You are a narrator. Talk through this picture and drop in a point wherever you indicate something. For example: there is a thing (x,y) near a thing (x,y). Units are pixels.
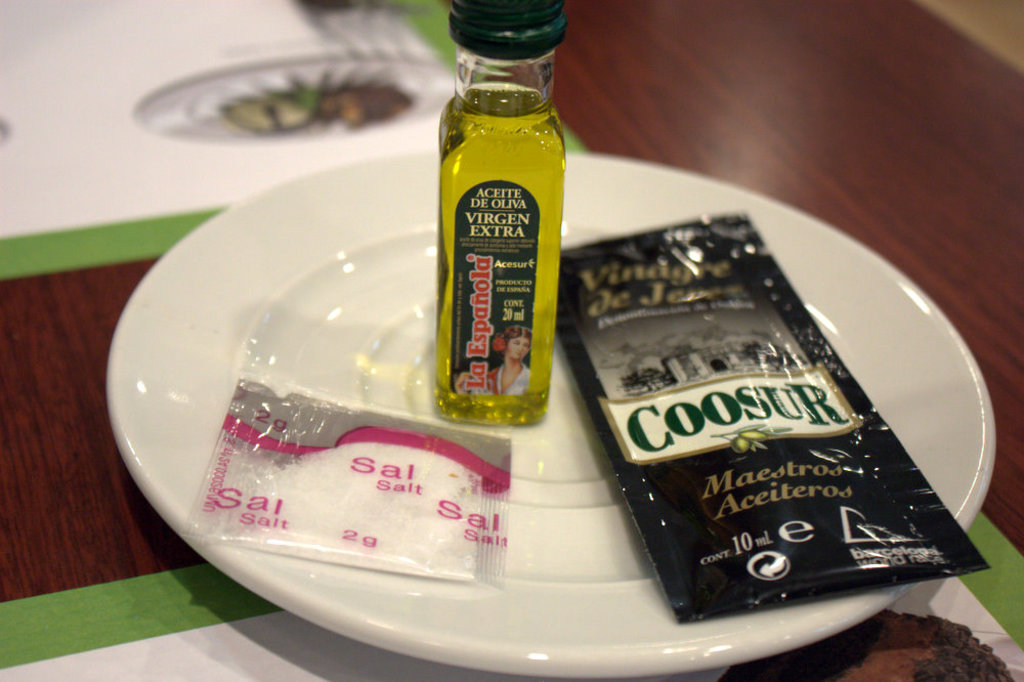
In the white plate (385,187) I can see the oil bottle (516,263), salt (398,503) and black plastic cover (727,422). On the table (795,123) I can see the plate (347,569) and mats (83,148).
